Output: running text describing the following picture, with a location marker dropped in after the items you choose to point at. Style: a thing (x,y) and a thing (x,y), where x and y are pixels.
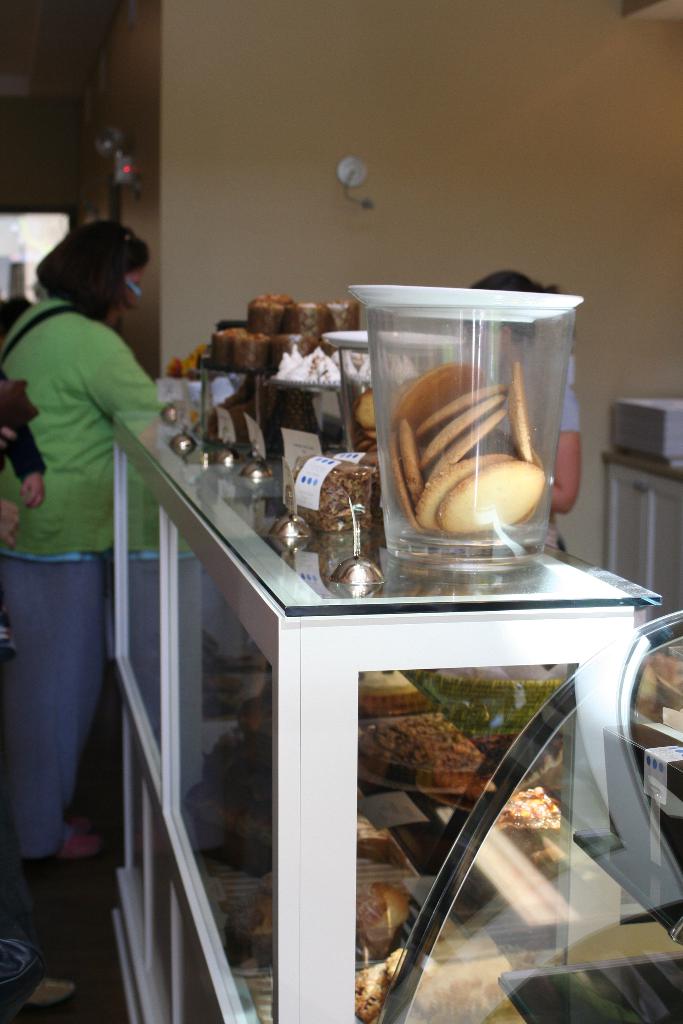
in a store (645,646) there is a white table (311,771) on which there are jars of food items (454,479). in the front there is a jar of cookies (535,551). in side the table (212,921) there are food items (378,746) in the rows (365,740). at the left (72,441) a person (69,417) is standing wearing green t shirt (76,539) and a pant (39,573). at the right (523,287) a person (517,281) is standing. at the back (506,244) there is a cream wall (253,170).
